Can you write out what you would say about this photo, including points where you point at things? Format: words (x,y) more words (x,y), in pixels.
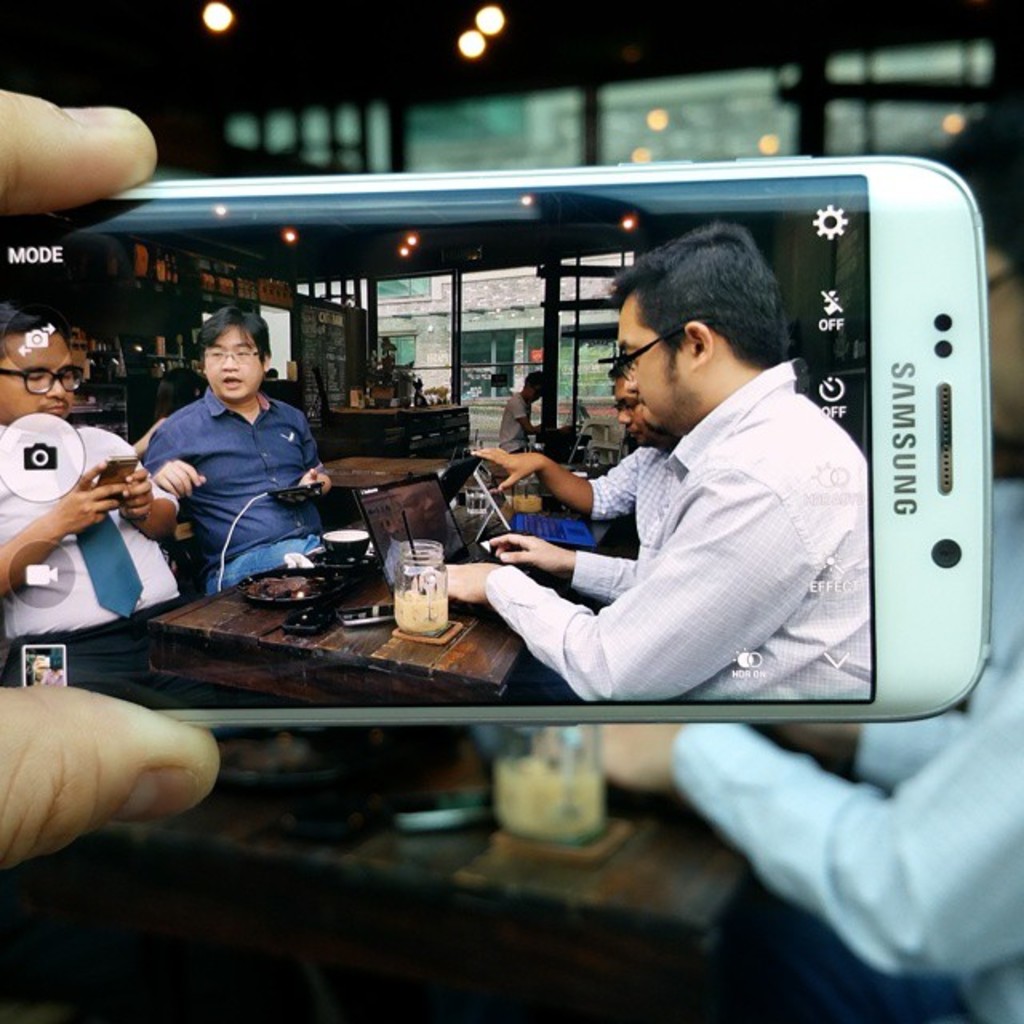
This image is taken indoors. At the bottom of the image (523,891) there is a table (407,865) with a few things (557,806) on it. On the right side of the image (938,923) a man (938,923) is sitting on the chair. In the middle of the image (419,527) there is a mobile phone (640,232) and a person (25,131) is holding it. On the mobile phone screen (349,632) we can see that four people (727,520) are sitting on the chairs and there is a table (341,645) with a few things (447,513) on it and a person (527,381) is sitting at a table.
